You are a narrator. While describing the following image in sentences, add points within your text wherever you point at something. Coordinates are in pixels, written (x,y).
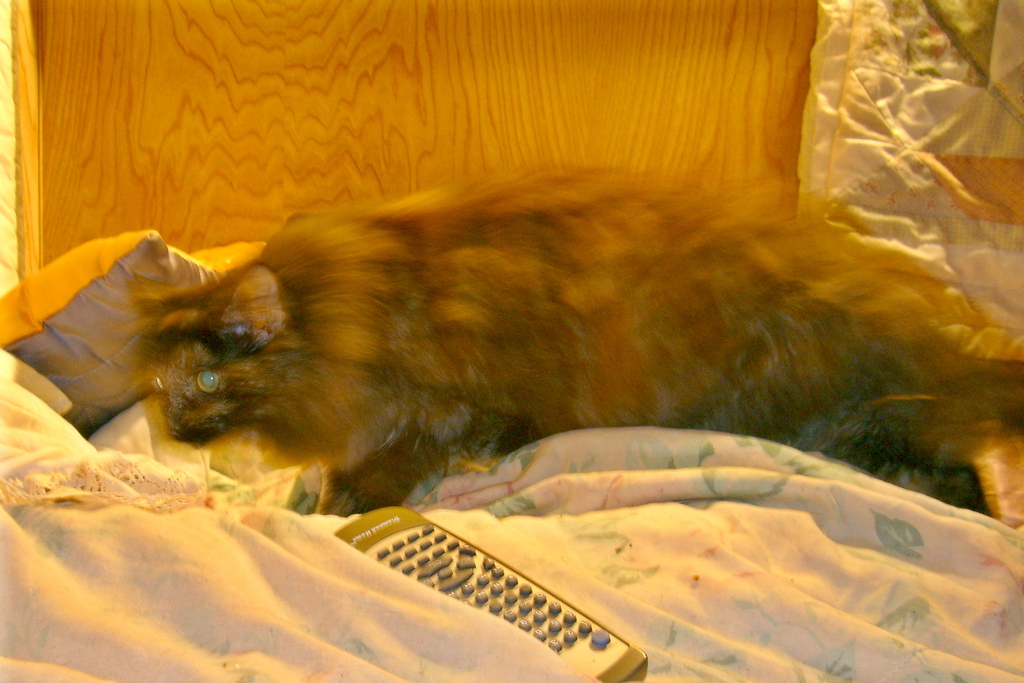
In this image we can see an animal (250,359) on the bed (71,473), also we can see a pillow (41,348) and a remote (580,658), in the background (148,129) we can see the wall (148,129).
